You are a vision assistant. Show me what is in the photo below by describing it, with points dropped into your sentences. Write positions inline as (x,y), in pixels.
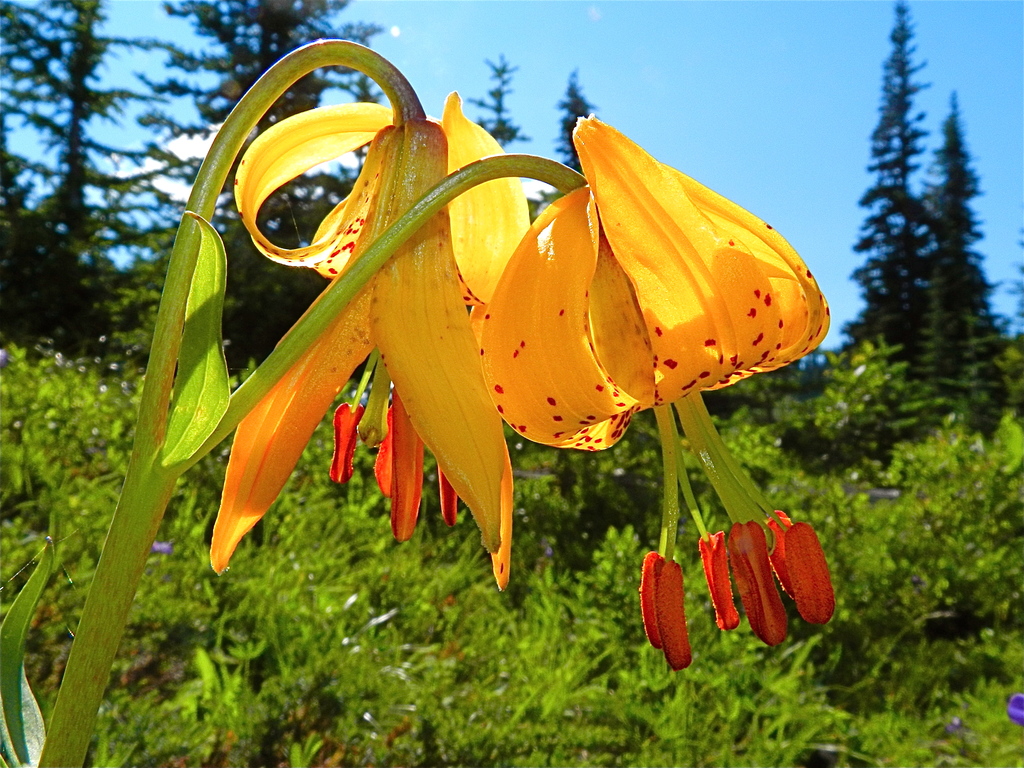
In front of the picture, we see a plant (94,653) which has the yellow flowers (417,311). At the bottom (582,659), we see the grass (519,722) and plants (706,723). In the right bottom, we see a violet flower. There are trees (959,280) and plants (48,397) in the background (905,323). At the top (720,101), we see the sky (625,80), which is blue in color.
